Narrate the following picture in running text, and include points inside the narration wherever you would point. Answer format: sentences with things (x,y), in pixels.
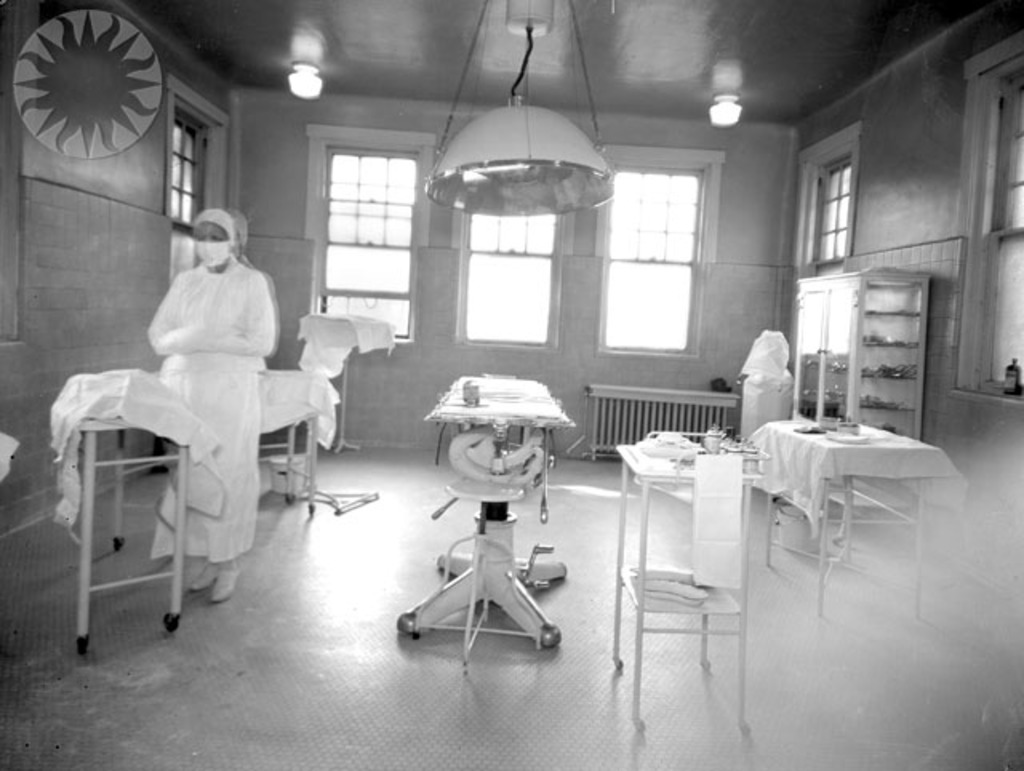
This is the inner view of a building (525,333). On the left side (251,423), there is a person (210,262) in a white color dress (199,298), standing in front of a stool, on which there is an object (142,421) covered with white color cloth (132,376). In the middle of this image (512,444), there is a stretcher (516,386) placed on the floor (522,712). On the right side (696,454), there is a stool (690,473) having some objects (717,461), there is a table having some objects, there is a cupboard (829,411) and there is a bottle (1011,369) on the wall (976,398). In the background (993,365), there are lights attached to the roof (803,104), there are windows (802,235), a stool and other objects (719,387).
